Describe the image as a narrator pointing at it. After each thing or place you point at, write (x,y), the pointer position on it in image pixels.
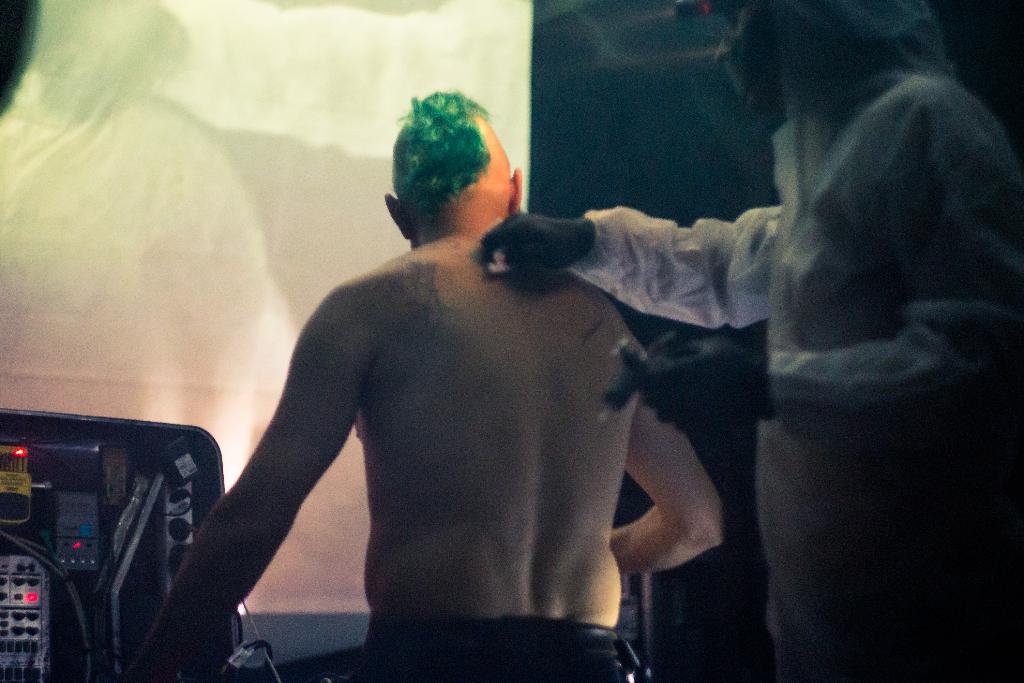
On the right (805,224) there is a person (905,281). In the center of the picture (450,330) there is a person (509,514) standing. On the left (85,538) there is a machine (124,485). In the background (264,86) there is a curtain (242,202).
